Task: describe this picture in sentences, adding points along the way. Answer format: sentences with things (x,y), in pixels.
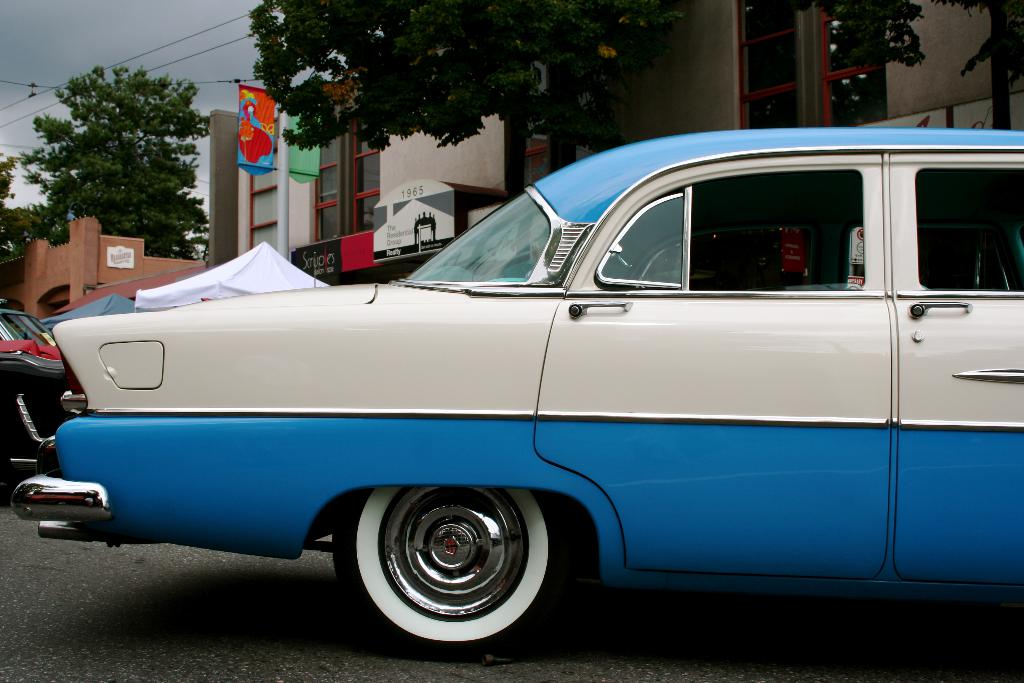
In this image we can see there are vehicles (124,354), buildings (370,154), boards (368,259) and trees (538,90). In the background (84,56) we can see the sky (77,59).
